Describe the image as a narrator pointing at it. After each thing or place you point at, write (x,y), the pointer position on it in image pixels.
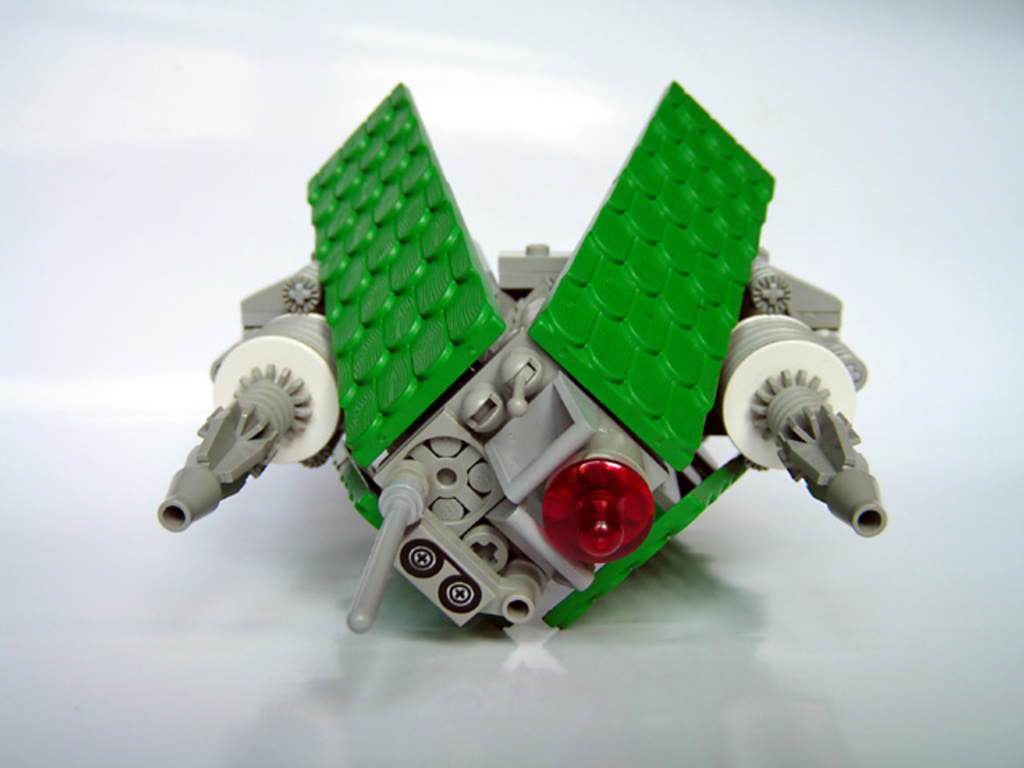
In this image we can see a toy (468,443) with white background (104,460).
